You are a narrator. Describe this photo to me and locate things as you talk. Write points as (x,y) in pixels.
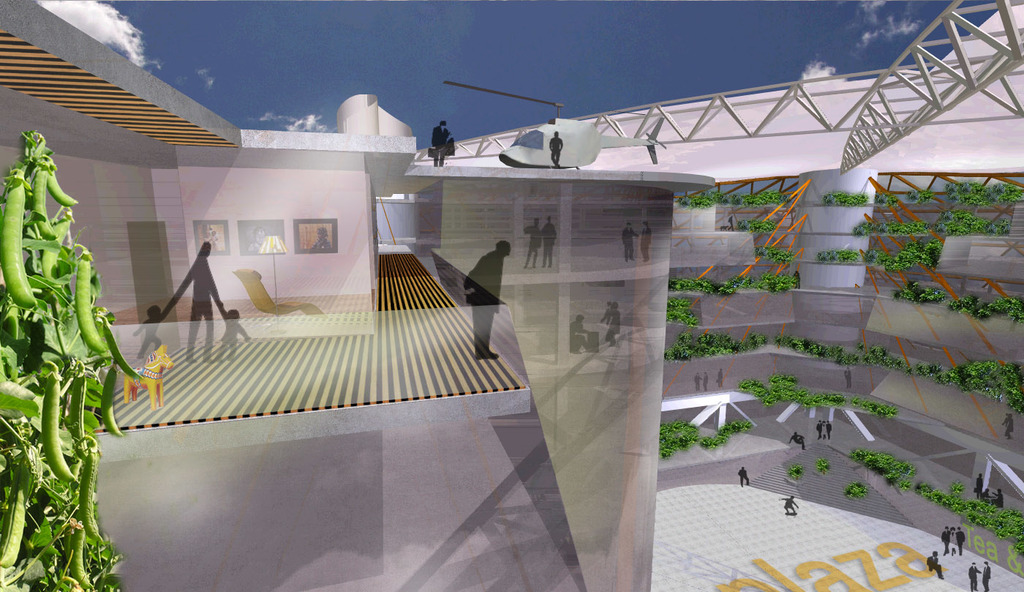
There is an animated image. On the left side (17,192), there is a plant (46,465), which is having vegetables (17,192). Back to this, there is a building (327,417), on which, there is a white color helicopter (541,144) on the helipad (500,171), near other two persons (446,130) who are standing on the floor (445,169). Below this, there are persons (498,265) on the floor (323,397). Below this, there are persons (961,552) on the ground floor (799,524) near plants (881,454). In the background (80,13), there are clouds (93,13) in the sky (830,60).
